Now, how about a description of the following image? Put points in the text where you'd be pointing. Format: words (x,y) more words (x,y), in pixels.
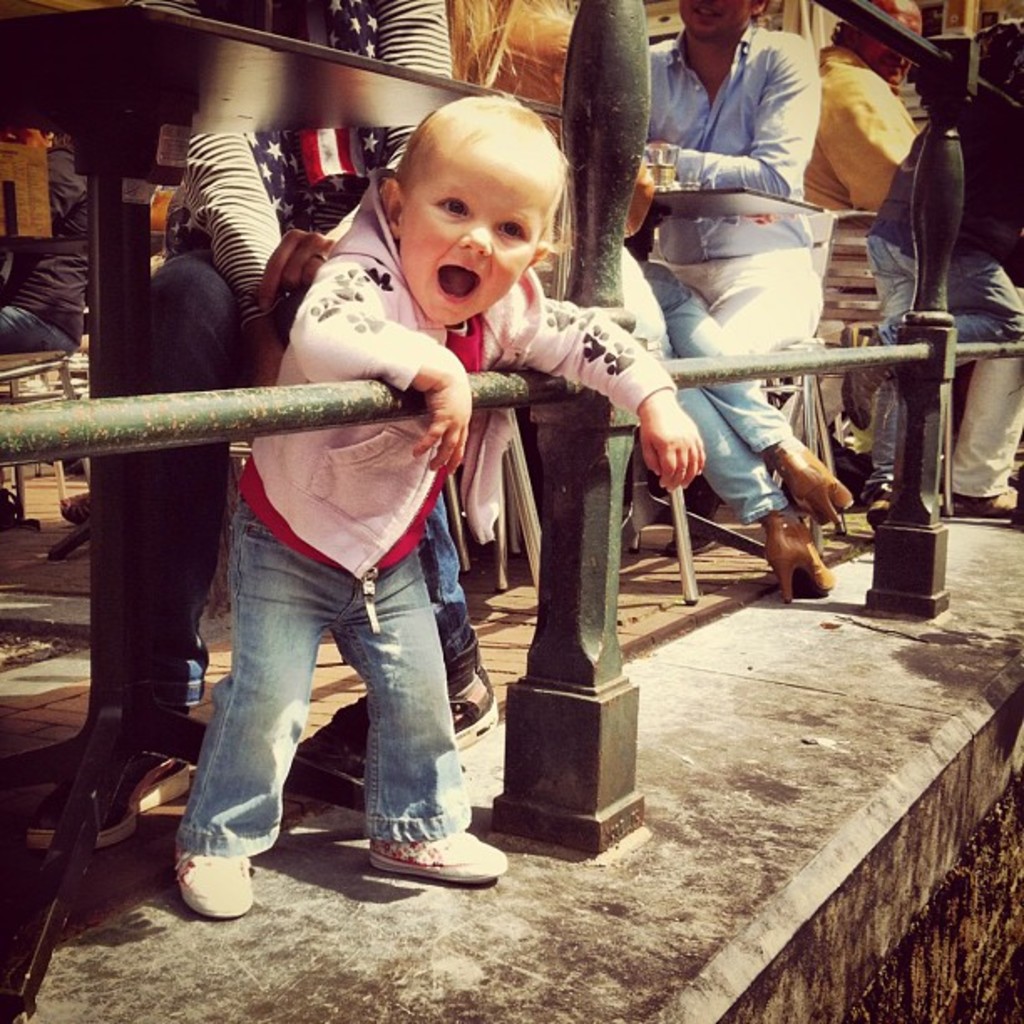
In this image we can see the pillar fence (917,365). In the background (471,50) we can see the persons (742,44) sitting on the chairs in front of the tables (683,201). We can also see the glass (671,159).
